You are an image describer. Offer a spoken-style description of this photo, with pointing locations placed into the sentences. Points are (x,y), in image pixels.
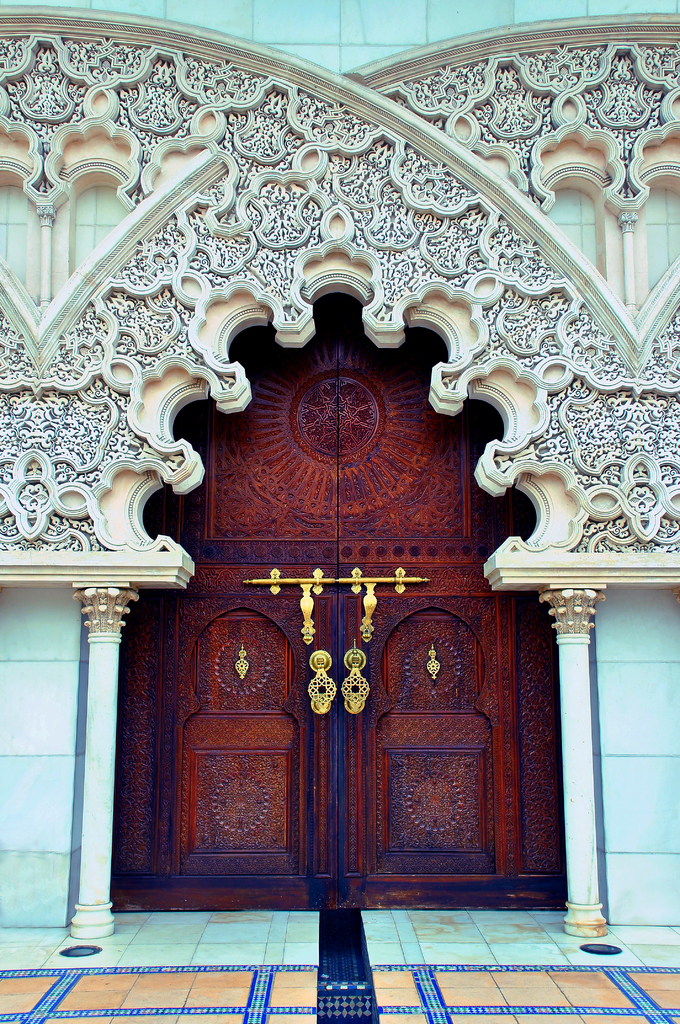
In the center of the image (349,476) there is a building (340,329), wall (376,315), pillars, one door (153,870), which is in brown color and a few other objects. And we can see some design (109,53) on the wall (182,488).
